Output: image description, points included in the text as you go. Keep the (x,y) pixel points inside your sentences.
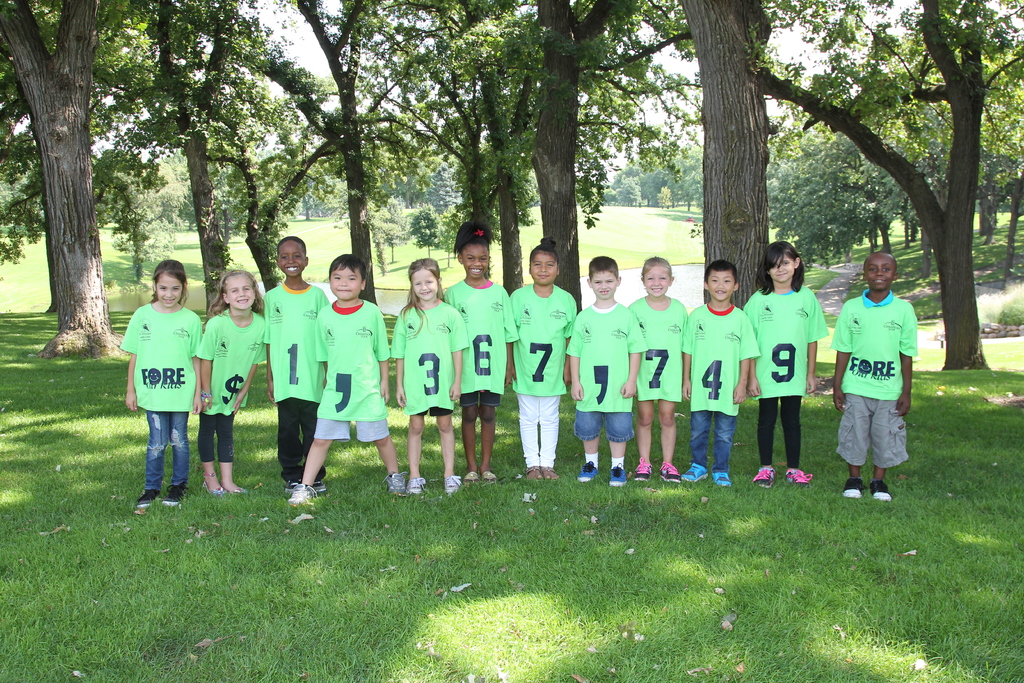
In the center of the image (474,307) we can see some children's (501,309) are standing. In the background of the image (411,217) we can see trees (619,206), grass (682,261), road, stones (1005,330) are there. At the bottom of the image (432,603) ground (565,637) is there.
